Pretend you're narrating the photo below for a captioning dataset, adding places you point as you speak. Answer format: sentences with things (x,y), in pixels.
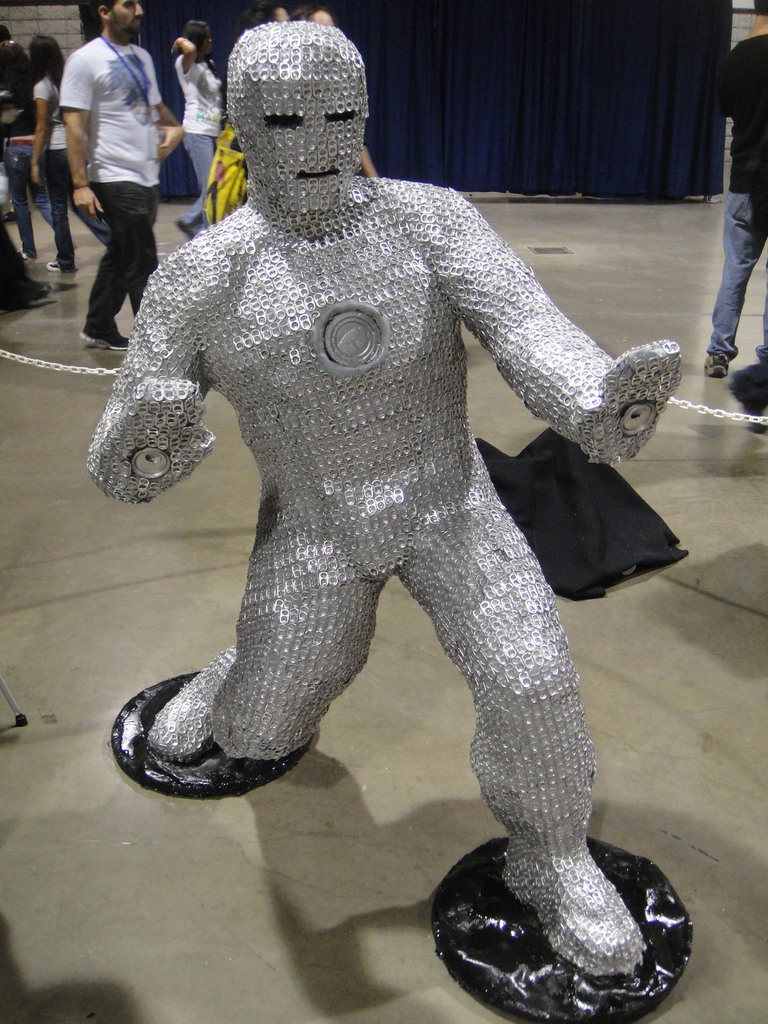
In this image, at the middle (495,643) there is a silver color statue (490,510), there is a floor (743,741), there are some people (135,99) walking, at the background (439,86) there is a blue color curtain (495,87).
